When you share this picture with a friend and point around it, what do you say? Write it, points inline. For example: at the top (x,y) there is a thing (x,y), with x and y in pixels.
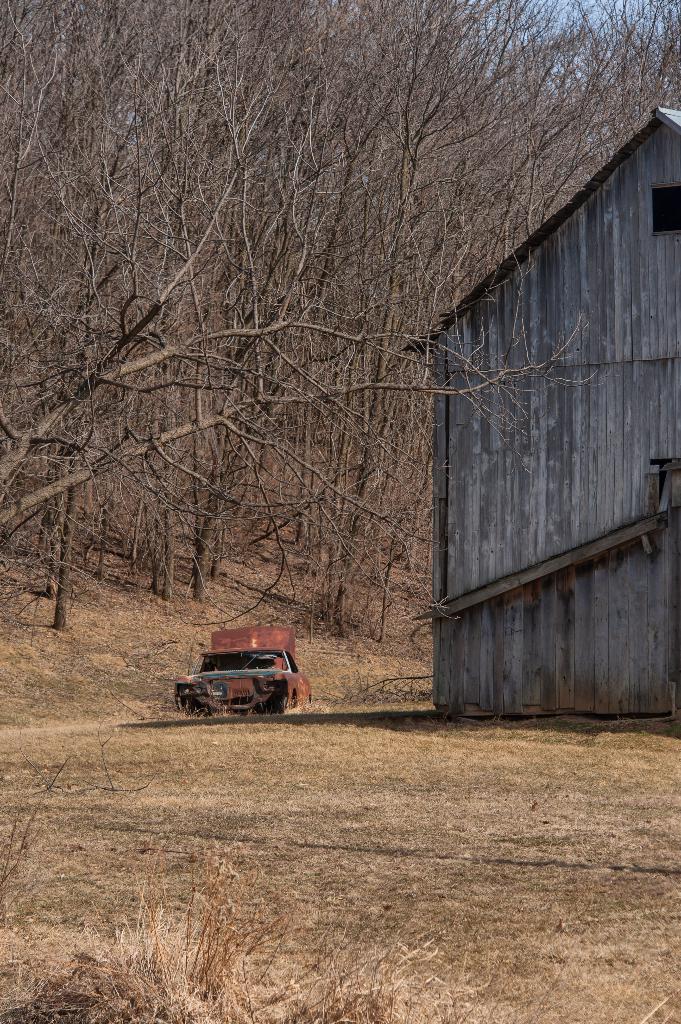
In this image we can see a vehicle (289,639) is on the grass (408,862). On the right side of the image (547,287) there is a house (566,522). On the left side of the image (206,304) there are dry trees (274,289).
